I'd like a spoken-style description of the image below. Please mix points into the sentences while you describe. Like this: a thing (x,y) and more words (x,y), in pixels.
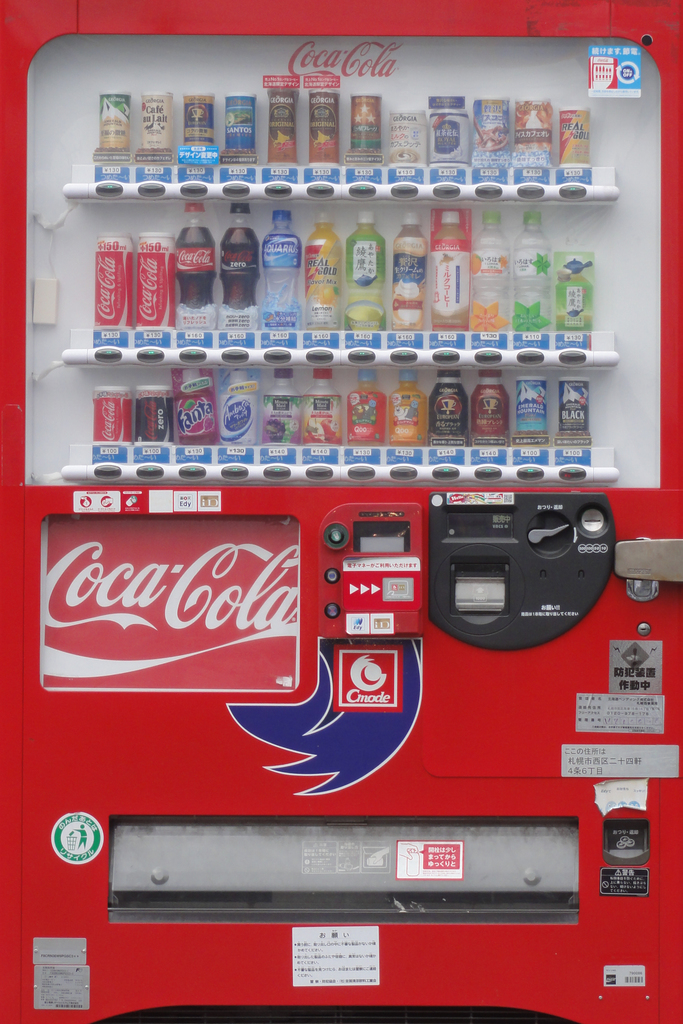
In this picture we can see vending machine (575,721) with full of cool drinks (486,155).
